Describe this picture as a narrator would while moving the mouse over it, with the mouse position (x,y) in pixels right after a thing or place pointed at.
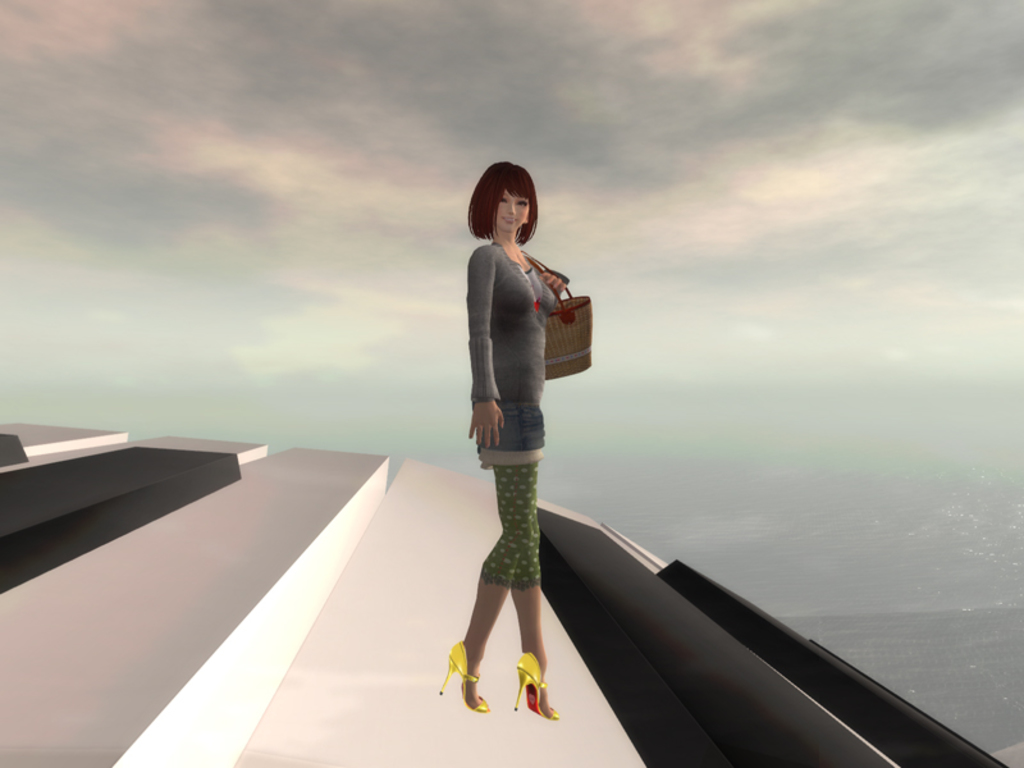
In this image I can see the digital. I can see a woman (497,394) wearing grey dress (520,347), green pant (510,484) and yellow foot wear (520,692) is standing and holding a bag (587,339). I can see the white and black colored surface (435,641) and in the background (809,182) I can see the sky (789,159).
